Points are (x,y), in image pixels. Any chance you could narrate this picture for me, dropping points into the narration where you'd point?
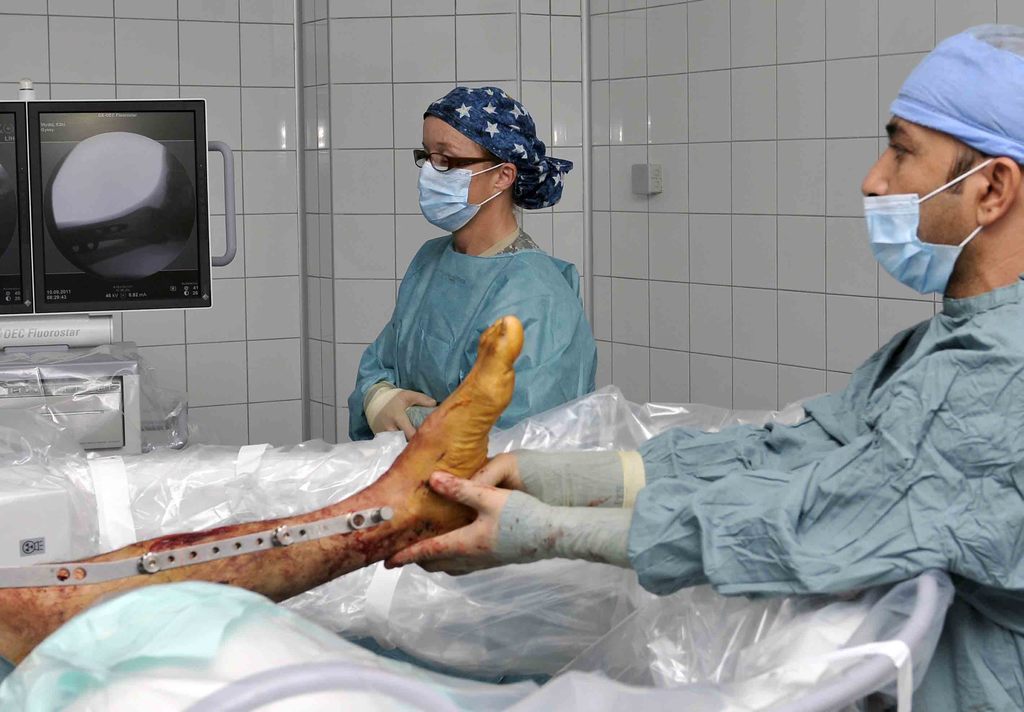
In the picture we can see a bed (862,684) on it, we can see a leg (476,400) with a rod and some blood (393,535) to the leg (432,513) and one person (900,453) standing and holding it by hand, he is wearing a mask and cloth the head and on the other side of the bed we can see a woman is standing she is also wearing a mask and cloth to the head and behind them we can see a wall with tiles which are white in color and beside it we can see monitor screens (99,171) in that we can see an image of an X-ray (77,210).
